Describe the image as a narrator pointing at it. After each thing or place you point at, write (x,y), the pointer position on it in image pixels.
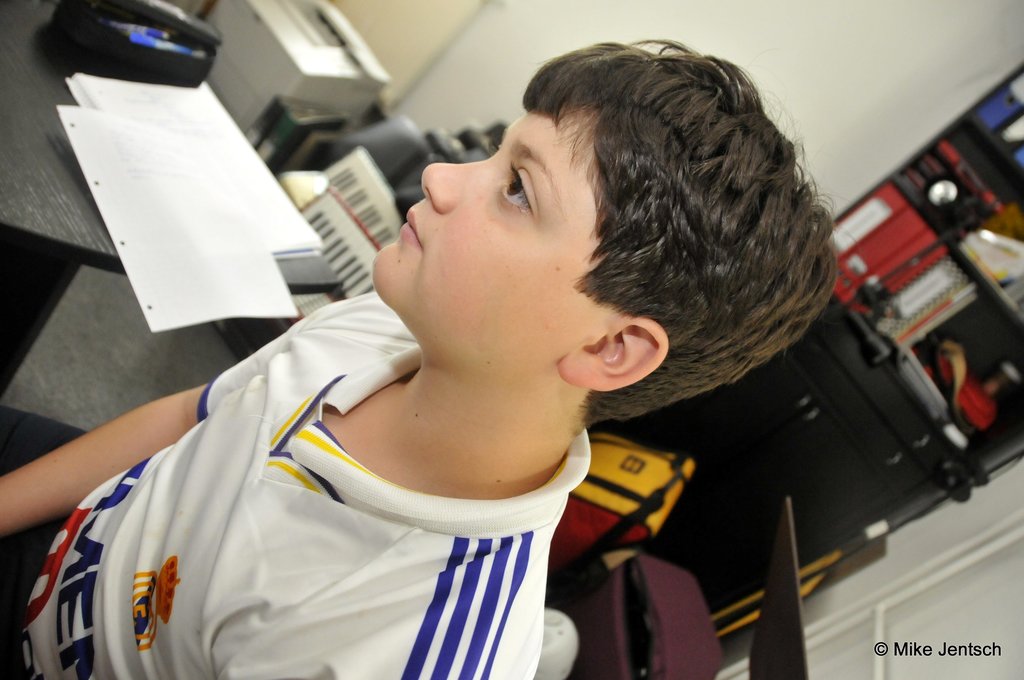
In the picture I can see a person (350,577) wearing white color T-shirt (417,512) is here. The background of the image (114,107) is slightly blurred, where we can see papers (162,215) and few more objects (73,5) are placed on the table (111,267), we can see pianos (381,231), printer (362,53), few objects (1001,264) kept in the cupboard (889,455). Here I can see the watermark (950,654) at the bottom right side of the image (899,656).
